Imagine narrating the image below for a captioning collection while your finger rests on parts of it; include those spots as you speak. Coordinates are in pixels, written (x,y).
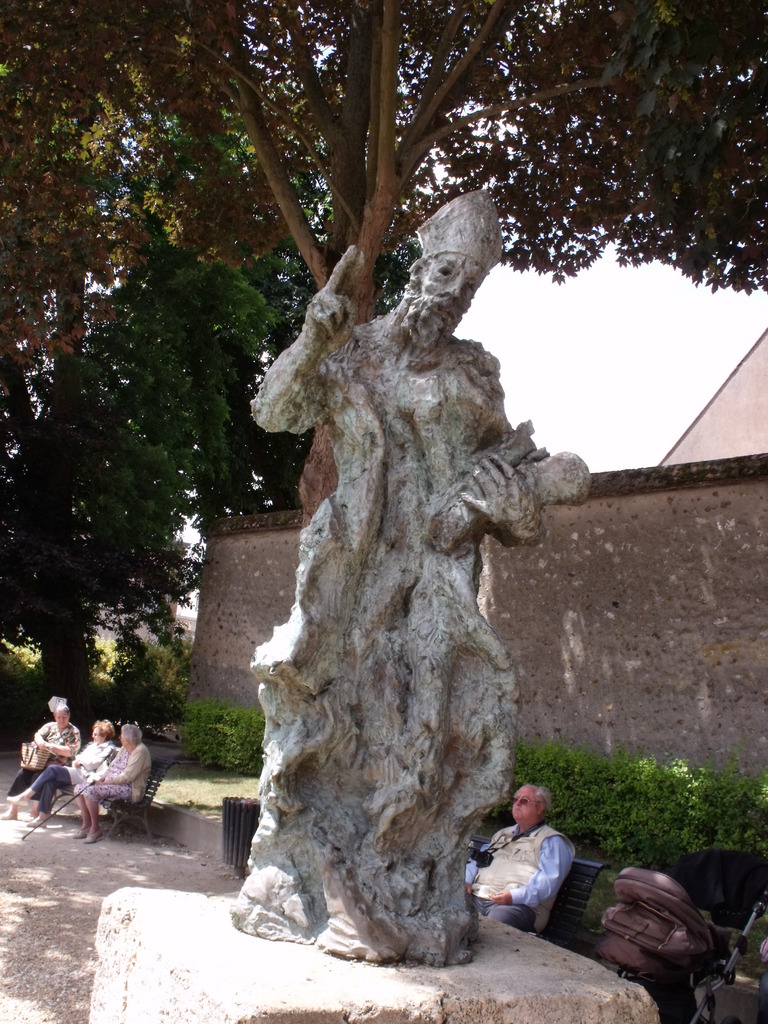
In this image there is a sculpture (401,685) in the middle of this image (355,626) and there are some trees (140,299) in the background (55,438). There is a wall (680,621) on the right side of this image (617,674). There are some persons (491,902) sitting on the benches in the bottom of this image (539,874). There is a sky (595,343) as we can see from the right side of this image (614,336).
